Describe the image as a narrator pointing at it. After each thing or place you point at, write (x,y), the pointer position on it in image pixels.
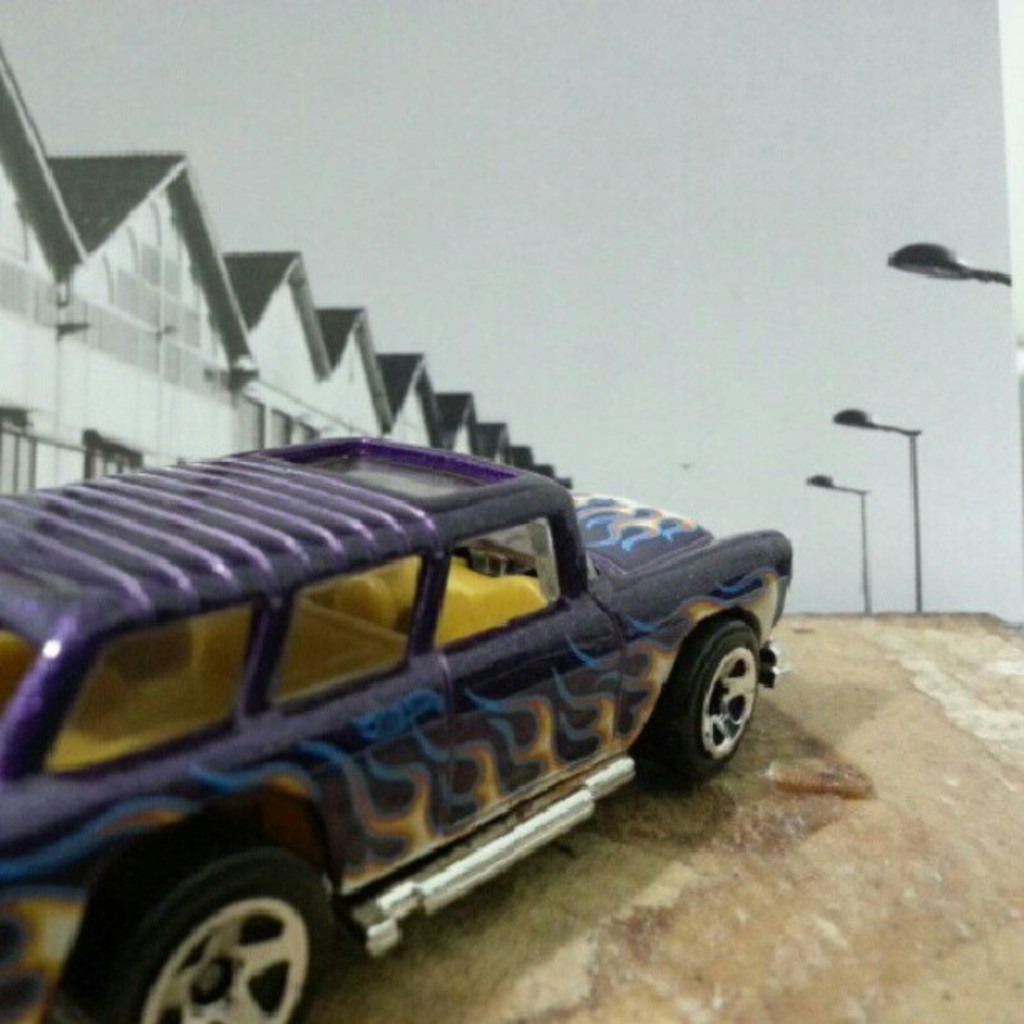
In this image I can see a car (212,596) which is violet and yellow in color on the ground (618,971). I can see few buildings (293,438), few street light poles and the sky (555,171) in the background (506,159).
